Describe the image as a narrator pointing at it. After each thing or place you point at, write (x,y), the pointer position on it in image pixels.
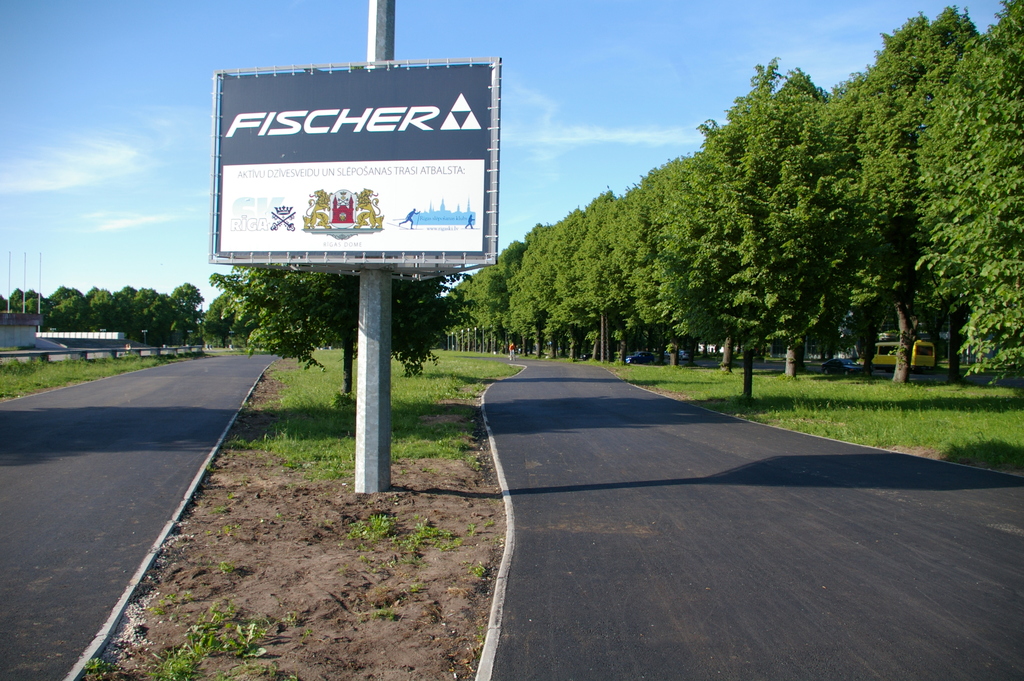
In this picture I can see the roads (230,410) and in the middle of this picture (380,331) I see a pole (385,426) on which there is a hoarding (344,134) and I see something is written on it and I see the logos (342,202) and I see number of trees (219,285) on both the sides and I see the grass (770,396). In the background (122,165) I see the sky (569,44).
